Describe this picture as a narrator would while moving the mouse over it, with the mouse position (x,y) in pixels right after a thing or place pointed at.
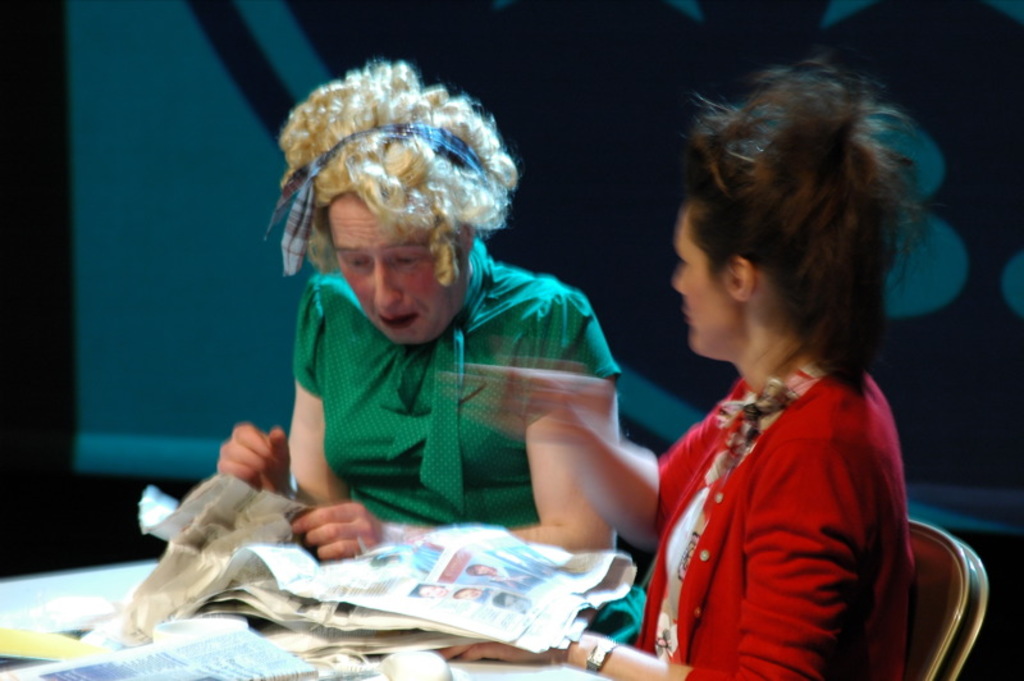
In this image I see 2 women (455,278) in which this woman (699,444) is wearing white and red dress (751,501) and this woman (287,441) is wearing green dress (387,419) and I see that this woman (353,492) is holding papers (570,581) and both of them are sitting on chairs (962,663) and I see that it is a bit dark in the background (997,303).
